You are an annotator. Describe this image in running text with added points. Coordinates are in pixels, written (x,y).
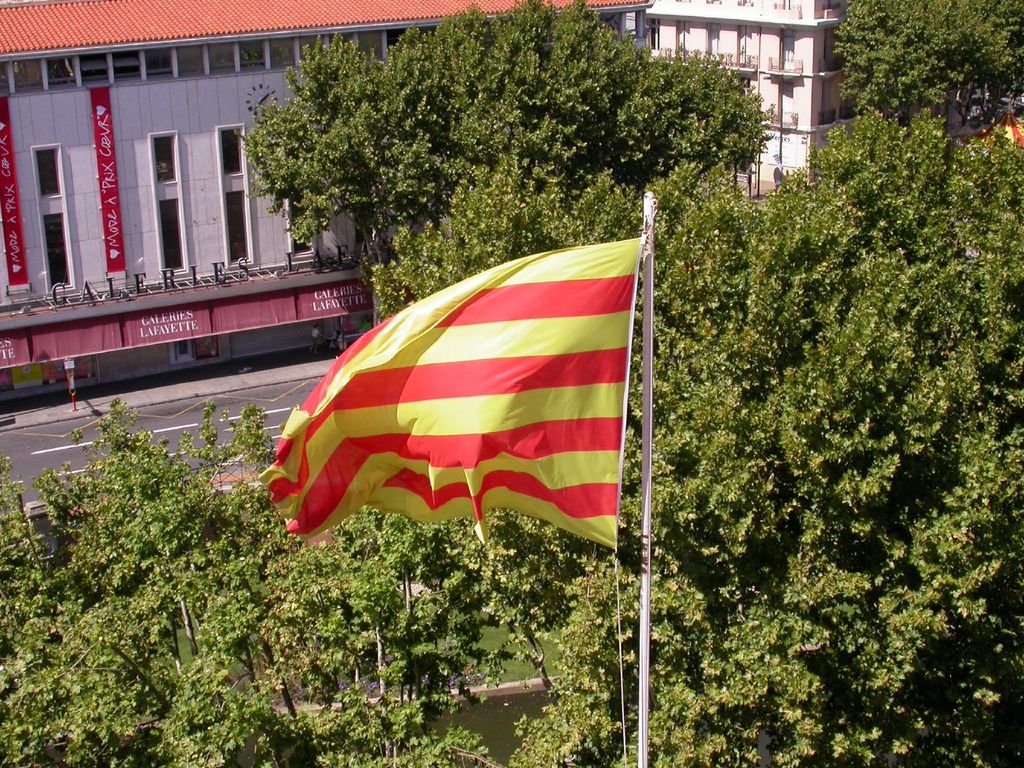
In this image in front there is a flag (538,391). There is water (518,712). There are trees (473,554). In the center of the image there is a road (270,397). In the background of the image (713,46) there are buildings (712,24).
